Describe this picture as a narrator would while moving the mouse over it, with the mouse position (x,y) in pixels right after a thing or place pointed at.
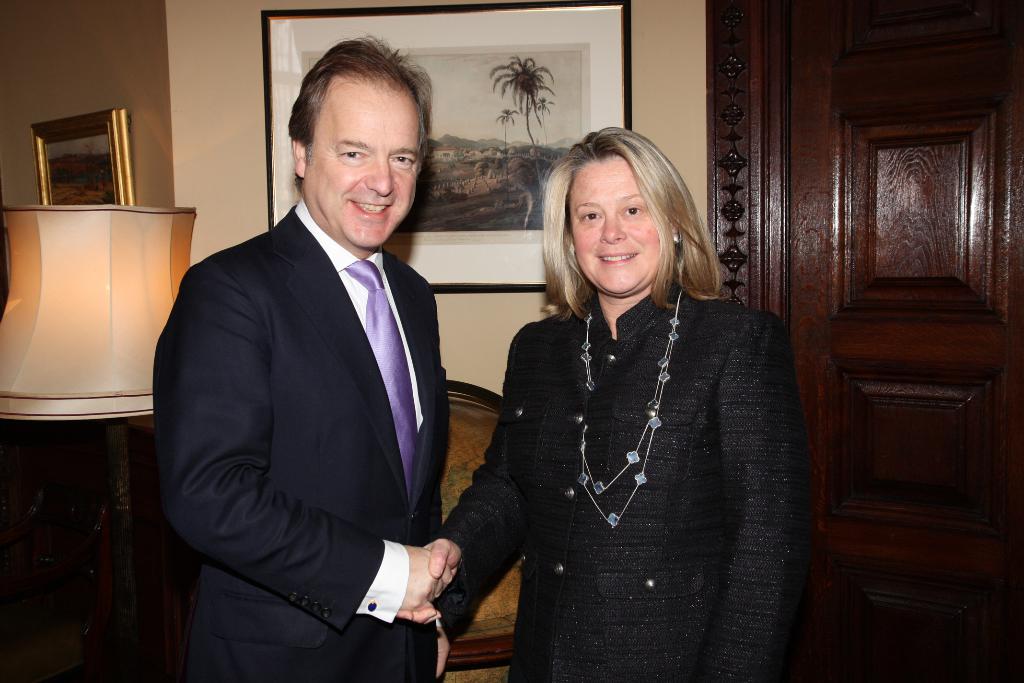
In this image, we can see woman (749,522) and man (361,580) in a suit (360,434). They both are watching, smiling and shaking their hands (446,579). Background (481,416) there is a wall (511,329), photo frames (490,157), lamp (179,210), door (893,317) and few objects (175,599).
